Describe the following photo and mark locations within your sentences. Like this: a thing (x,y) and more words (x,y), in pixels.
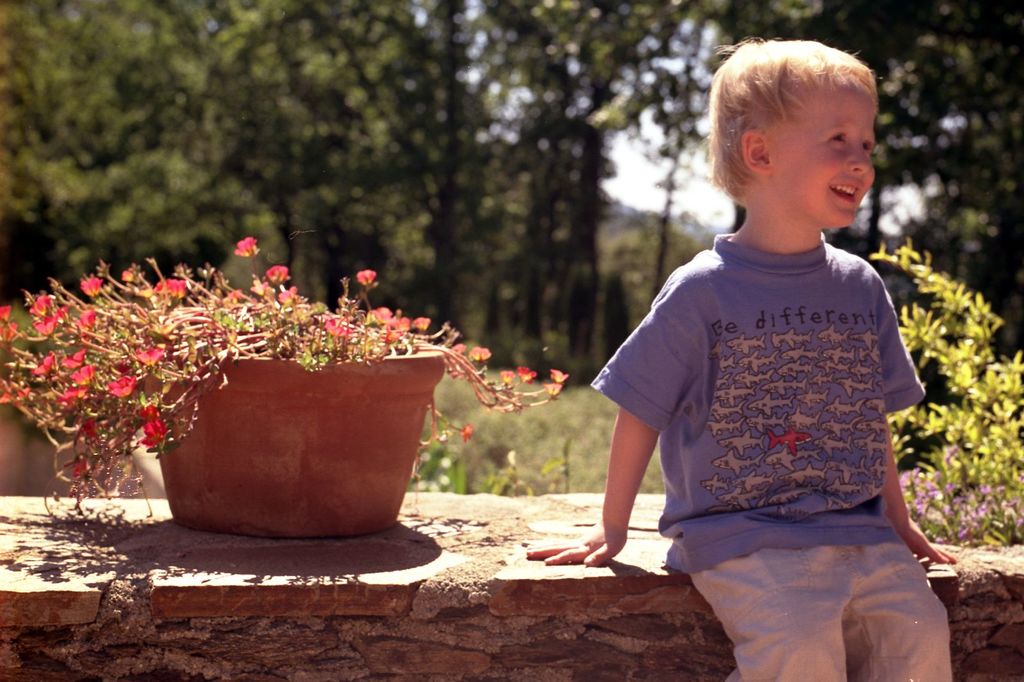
In this image there is a child (730,480) sitting on a wall (324,559), on that wall (326,572) there is a pot (390,460), in the background (435,167) there are trees (435,188).
